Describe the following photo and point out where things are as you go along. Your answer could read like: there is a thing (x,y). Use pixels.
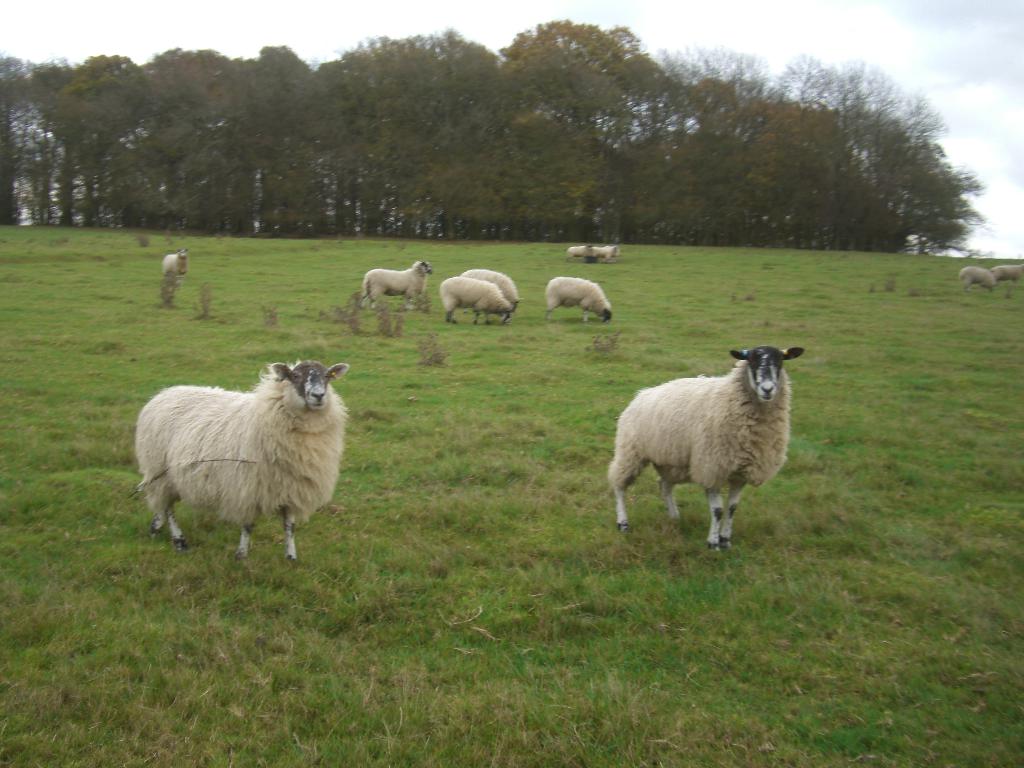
In this image we can see group of sheep (674,410) on the grass field (991,316). In the background (936,158), we can see some plants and group of trees (555,180). At the top of the image (518,7) we can see the sky (529,20).
